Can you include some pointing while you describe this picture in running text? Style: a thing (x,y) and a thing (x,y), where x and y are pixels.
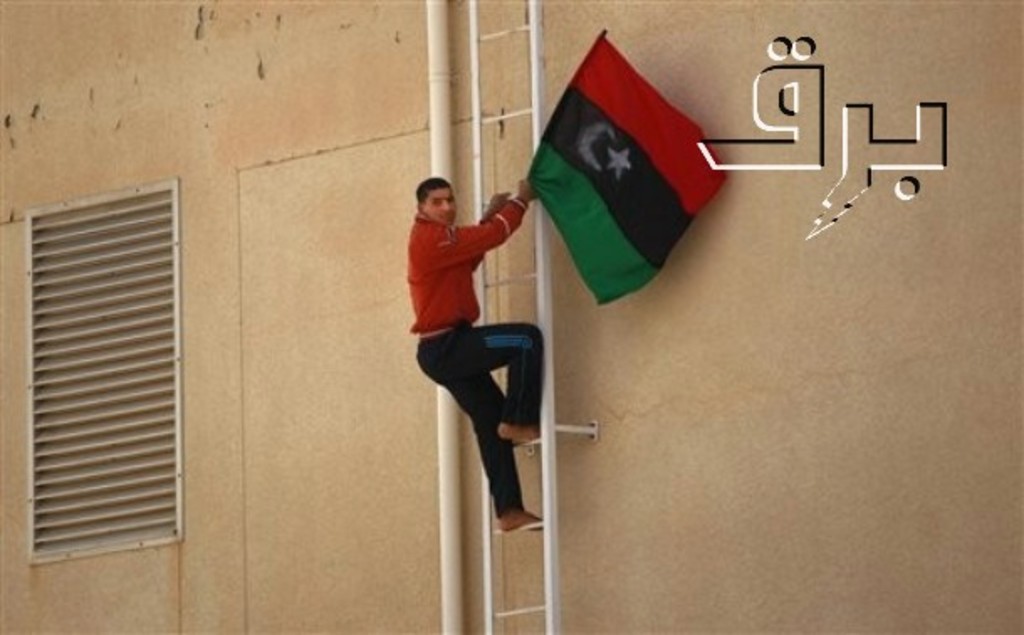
In this picture there is a man (468,305) who is wearing a red jacket (448,264), trouser (471,357) and holding a flag (629,193). He is standing on the ladder (550,435), beside that there is a pipe (439,412). On the left (121,312) there is a exhaust duct (77,359). In the top right corner (844,122) there is a watermark (904,167).
